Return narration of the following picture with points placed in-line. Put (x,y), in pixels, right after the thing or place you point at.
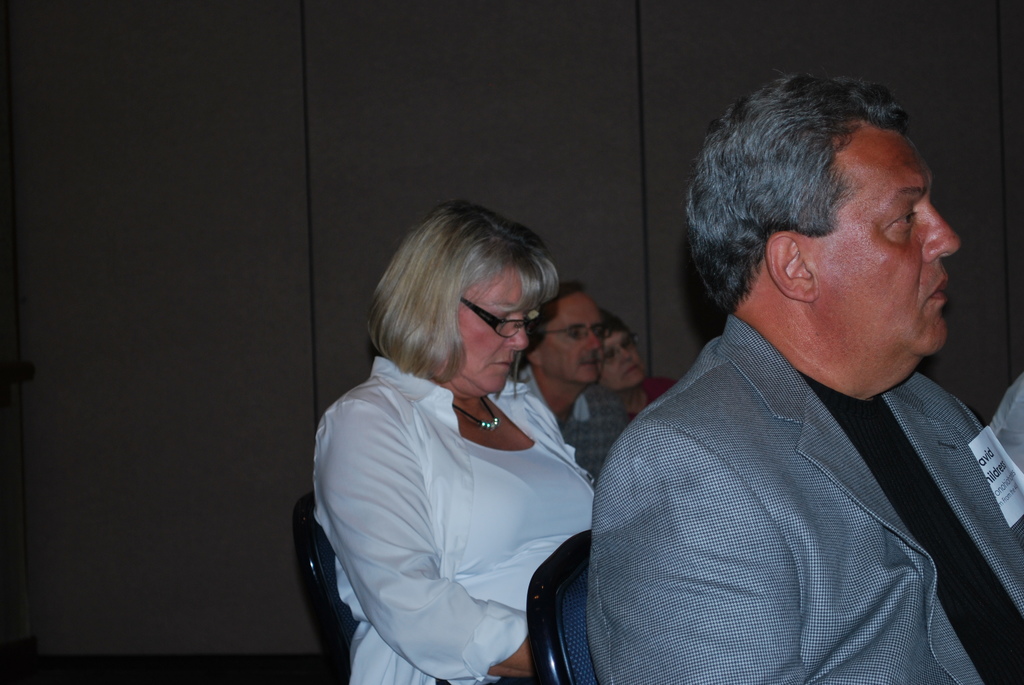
Here there are two men (678,417) and two women (450,421) and one woman (476,358) is wearing glass (501,321) and in the back (348,178) there is dark gray color and people (504,614) are sitting on the chair (546,616).
